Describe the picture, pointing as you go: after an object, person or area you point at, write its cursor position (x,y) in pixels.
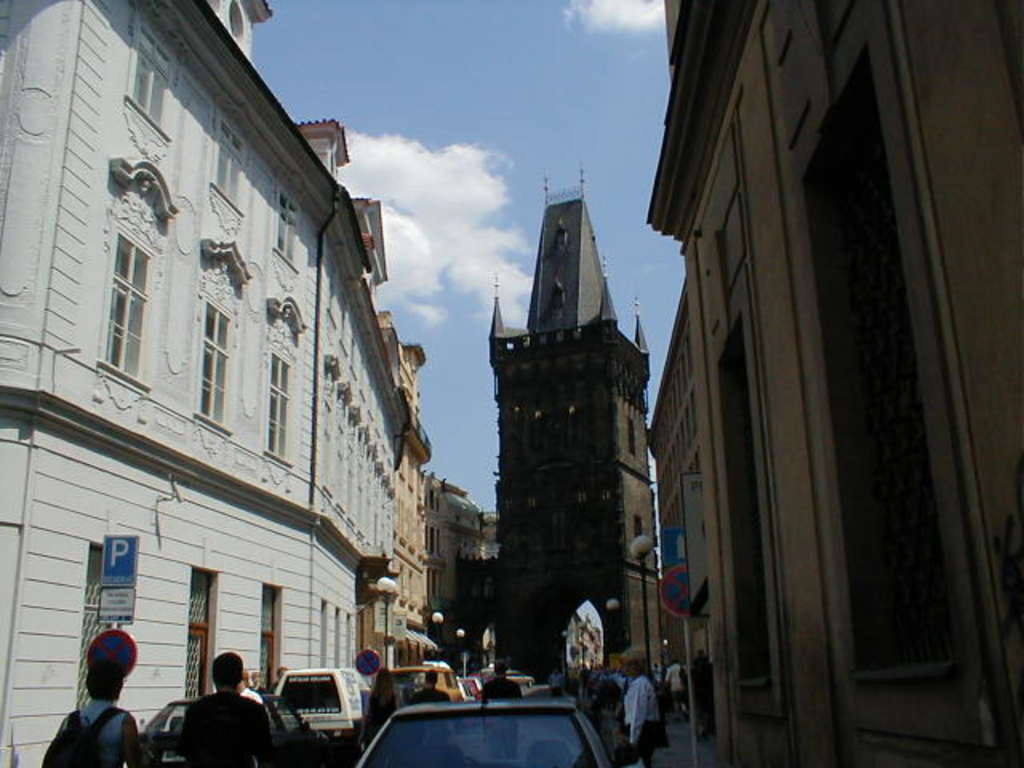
In the foreground (317,666) we can see people (122,764) and cars (179,752). On the left (129,370) there are buildings (319,410). On the right (837,456) there are buildings (790,485). In the center of the background (577,582) there are buildings (490,518). At the top (453,147) there is sky (388,175).
